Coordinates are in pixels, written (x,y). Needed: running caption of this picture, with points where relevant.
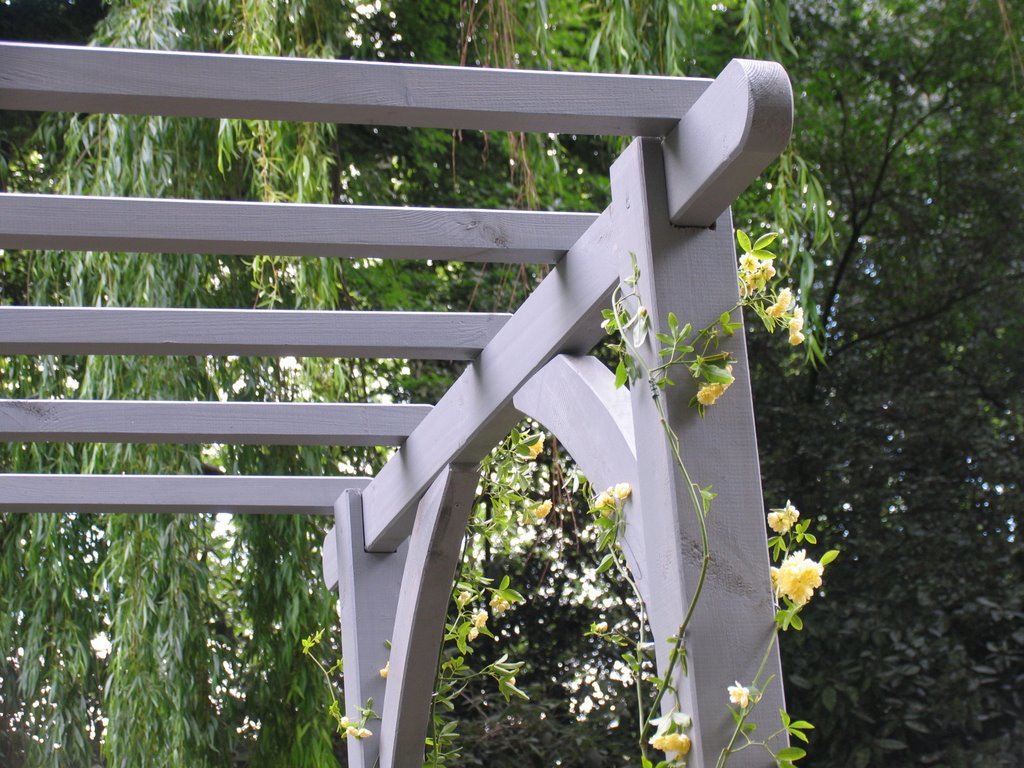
In this image I can see the ash color wooden object (391,349). In the background (494,176) I can see many trees (507,200) and I can see some yellow color flowers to the plant (514,461).
